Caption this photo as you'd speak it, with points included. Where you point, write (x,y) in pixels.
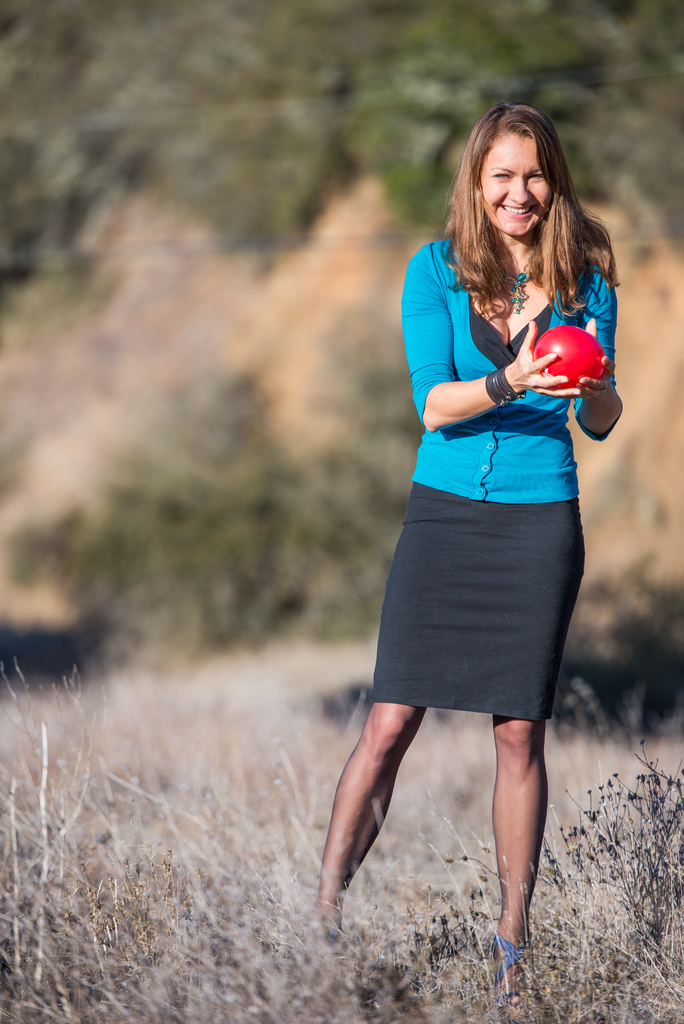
On the right (550,688) there is a woman (567,396) who is wearing the blue top (567,445), black skirt (519,509) and sandal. She is holding red ball (576,339). At the bottom (0,921) we can see grass (473,869). In the background (200,643) we can see many trees (393,178).
